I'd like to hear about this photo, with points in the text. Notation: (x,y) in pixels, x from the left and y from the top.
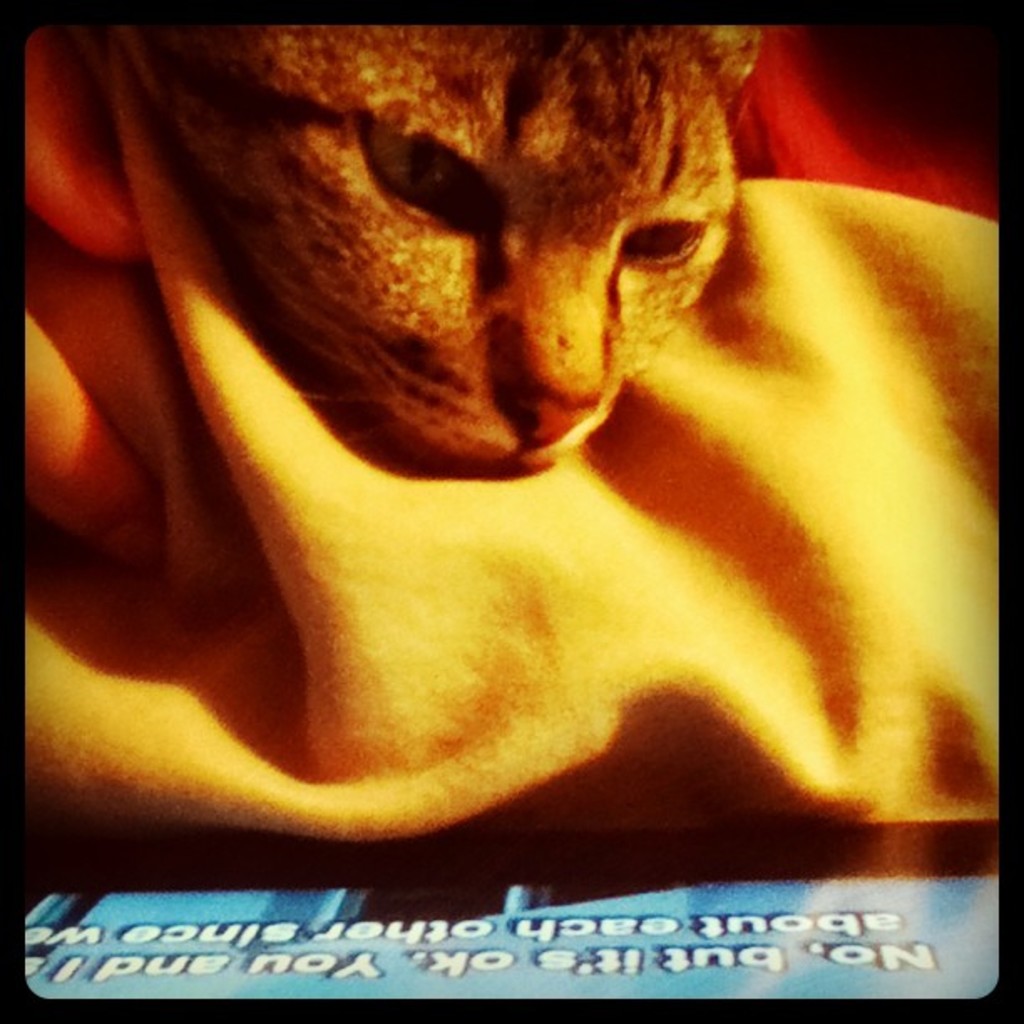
This image consists of a screen (560,912). In which we can see a cat (332,360) along with the cloth (216,597). At the bottom (352,926), there is a text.
